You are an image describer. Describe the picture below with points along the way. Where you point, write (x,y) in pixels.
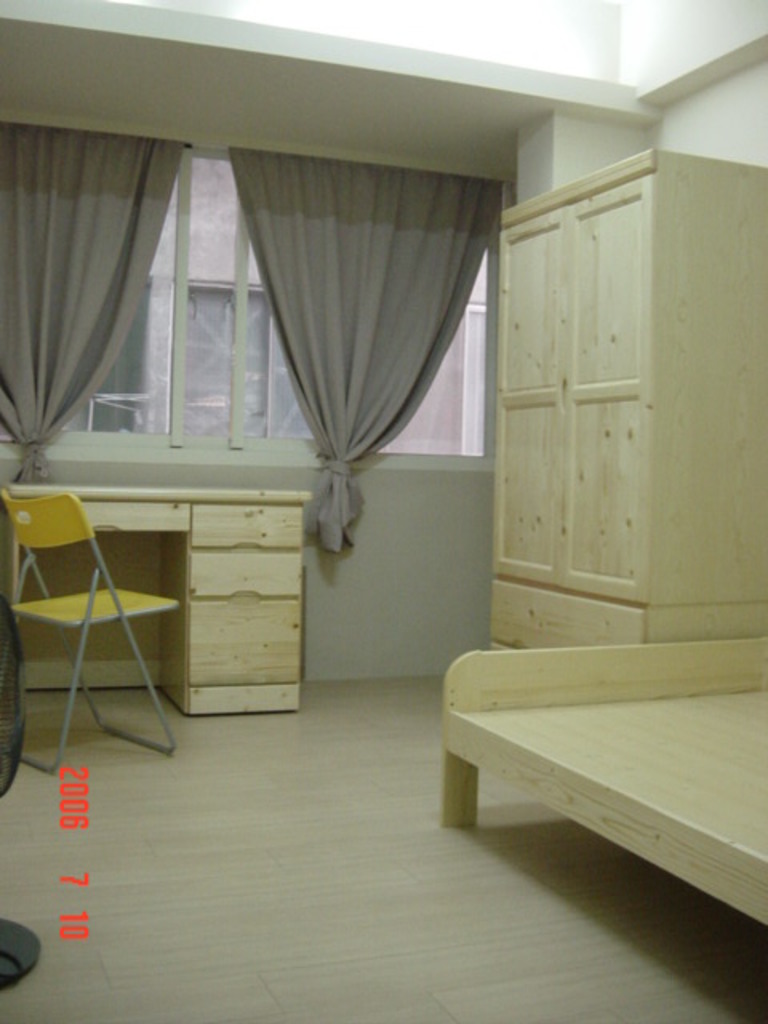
In this image on the right side (693,722) there is a wooden cot (673,805) and there is a wooden cup board (614,420) and there is a window (251,350), on the window (221,348) there is a curtain (311,289). on back side of window (165,348) there is a building (152,355). In Front of the window (137,398) there is a table (148,506). And near to the table (109,549) there is chair (96,589) on the floor (58,780) and left side (67,805) some text (72,773) written on the image.
